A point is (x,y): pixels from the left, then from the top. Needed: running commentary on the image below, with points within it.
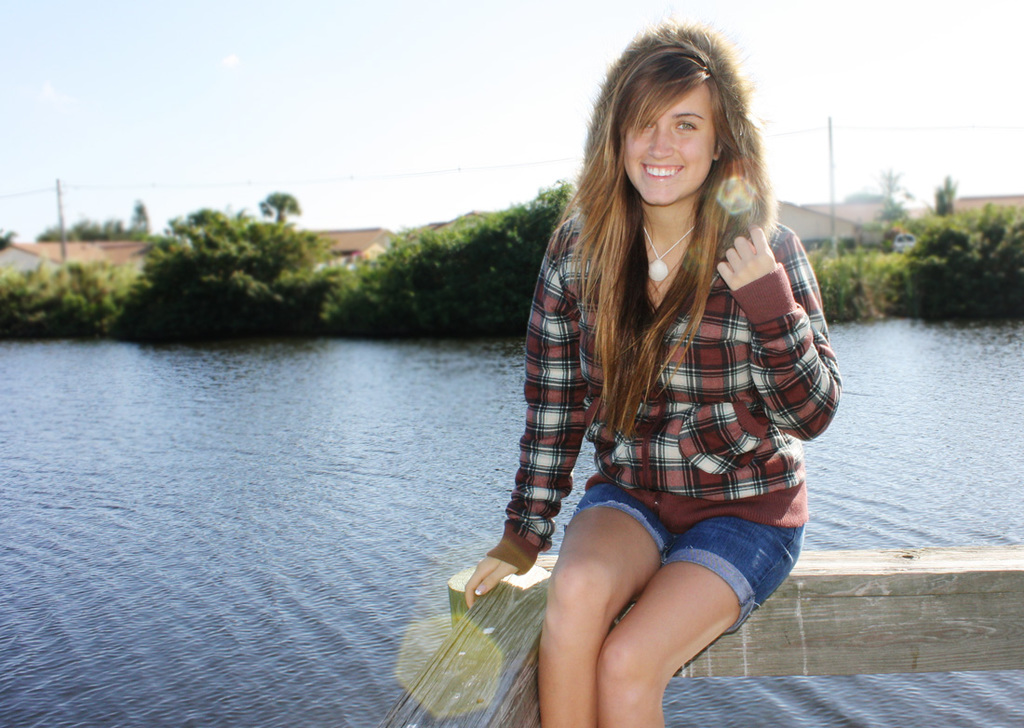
In this picture we can see a woman (707,354) sitting on wood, at the bottom (283,570) there is water (235,525), we can see some trees (533,257) here, there is sky (392,65) at the top of the picture (361,21), we can see some houses (785,205) here, there is a pole (830,209) here.
